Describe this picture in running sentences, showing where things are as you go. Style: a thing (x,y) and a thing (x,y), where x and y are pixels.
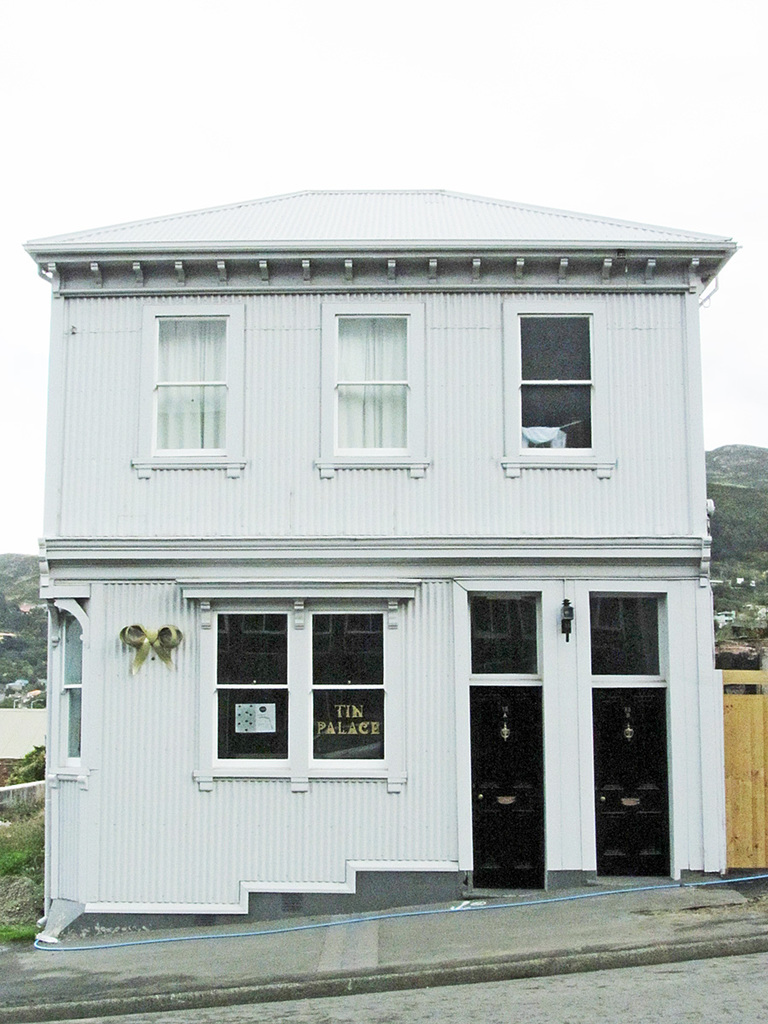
At the bottom of the picture (367,950), we see the road (725,976). In the middle (316,400), we see a building (370,402) in white color. It has the glass windows (362,660) and the doors (663,745). Beside that, we see the wooden railing (749,757). There are trees (29,654), hills (29,673) and buildings (29,721) in the background (29,618). At the top (243,123), we see the sky (464,115).
